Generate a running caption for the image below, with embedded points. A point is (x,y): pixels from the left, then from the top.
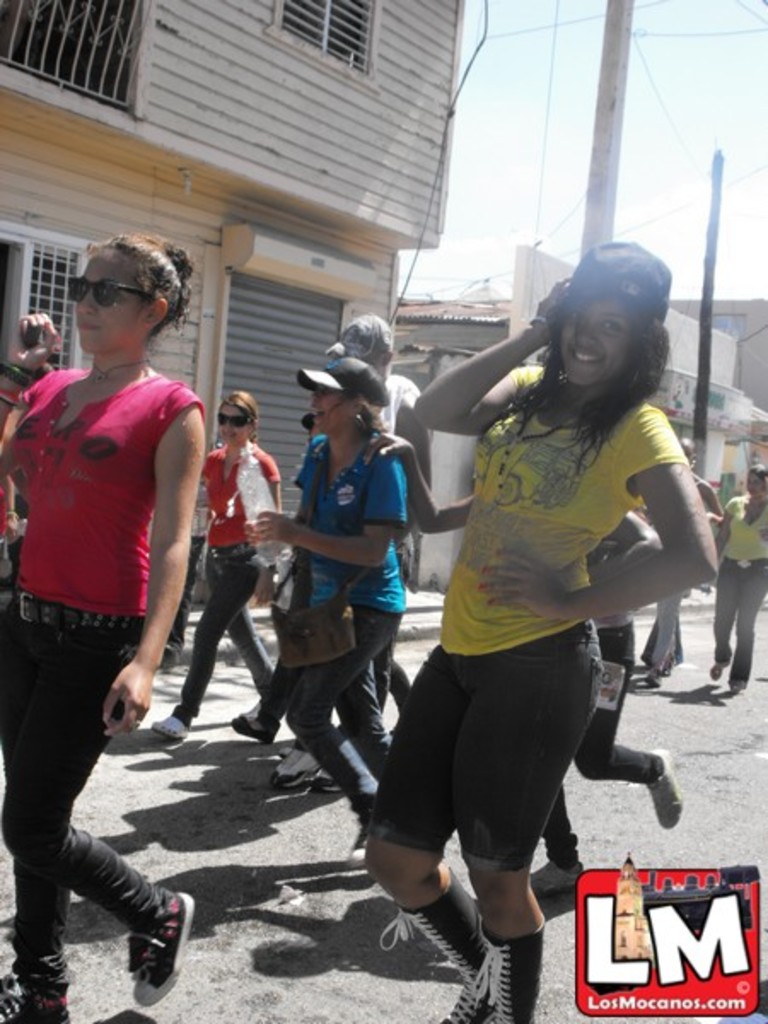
In this image there are persons (380,496) walking. In the front (566,473) the woman (566,495) is smiling wearing a yellow colour t-shirt (540,532). In the background (264,193) there are buildings (524,294), poles (705,306) and the sky (549,155) is cloudy.
